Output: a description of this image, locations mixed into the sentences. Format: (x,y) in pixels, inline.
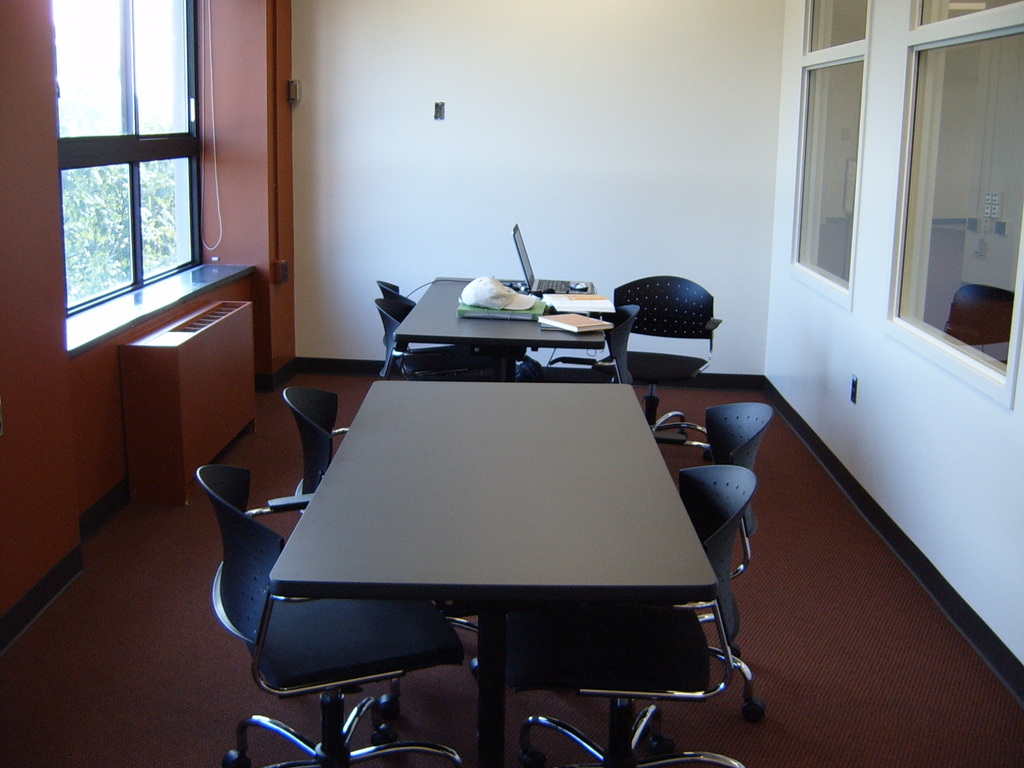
There are tables (480,412) and chairs (587,360). On the table (428,313) there is a laptop (535,283), books (578,325) and many other items (527,306). There are windows (954,173) on both sides. On the left side (121,213) we can see trees (99,213) through the windows (122,202). In the back (497,138) there is a wall (584,173).
